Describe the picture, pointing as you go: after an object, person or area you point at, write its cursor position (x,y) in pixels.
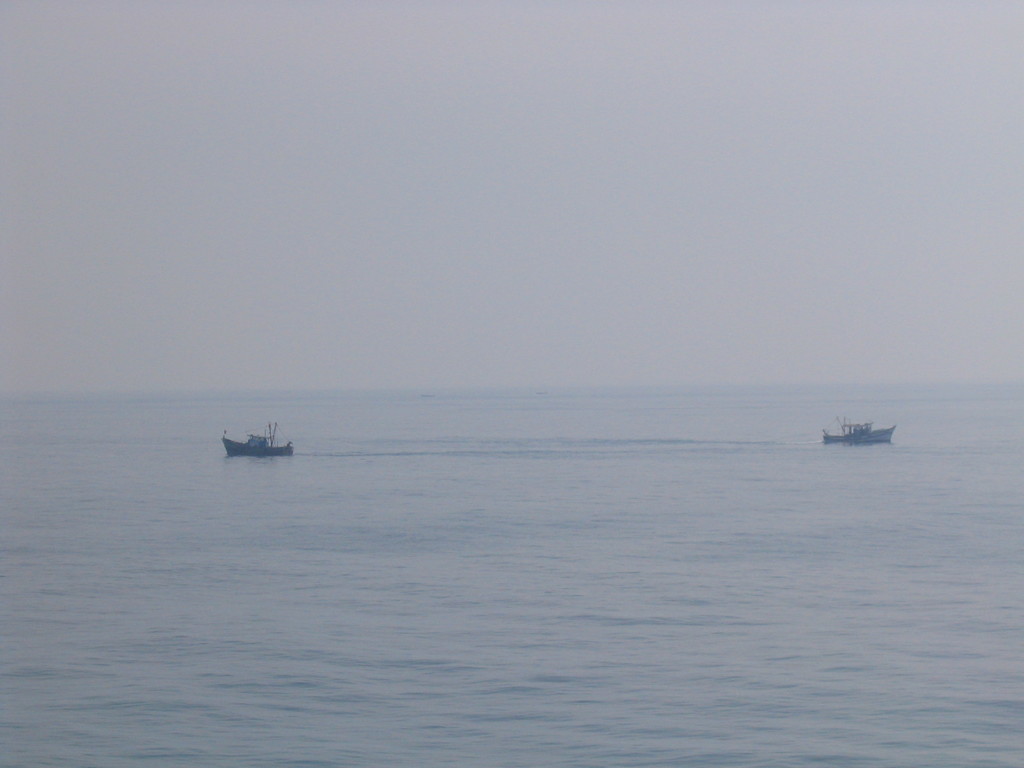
In this image on the water body (546,614) there are two boats (275,428). The sky (317,205) is clear.
